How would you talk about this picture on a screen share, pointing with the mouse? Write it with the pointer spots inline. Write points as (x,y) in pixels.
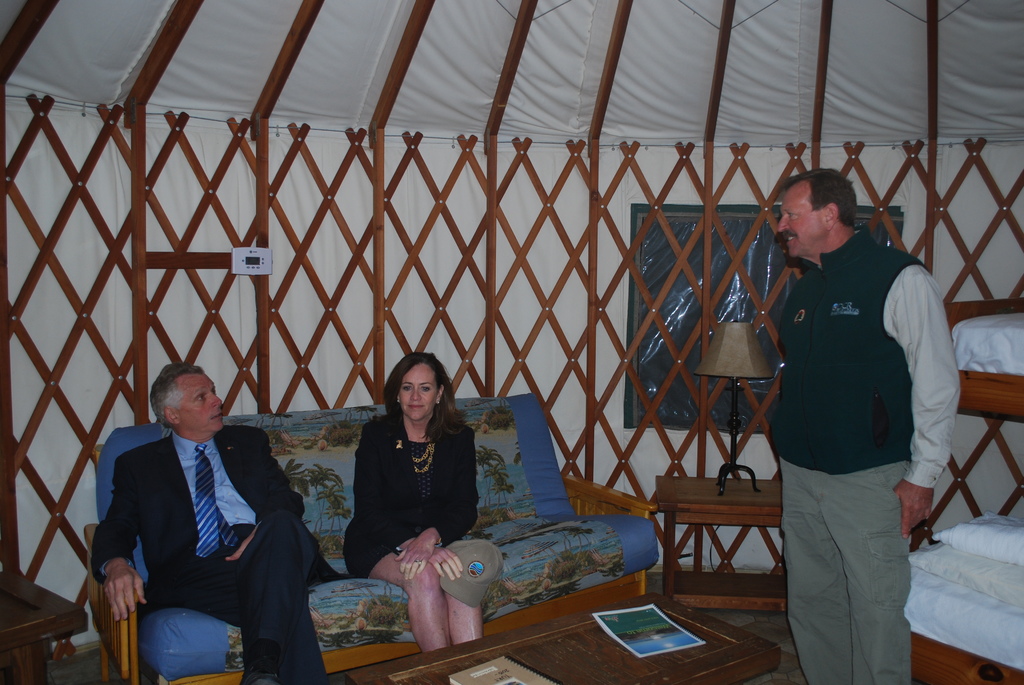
A man (251,497) wearing coat (178,508) and lady (404,511) wearing a black dress (431,510) holding cap (488,550) and sitting on a sofa (489,496). A man (799,501) standing there. Behind them there is a wooden railing (568,305). There is a table (575,637). On the table (559,664) there are books (653,642).
